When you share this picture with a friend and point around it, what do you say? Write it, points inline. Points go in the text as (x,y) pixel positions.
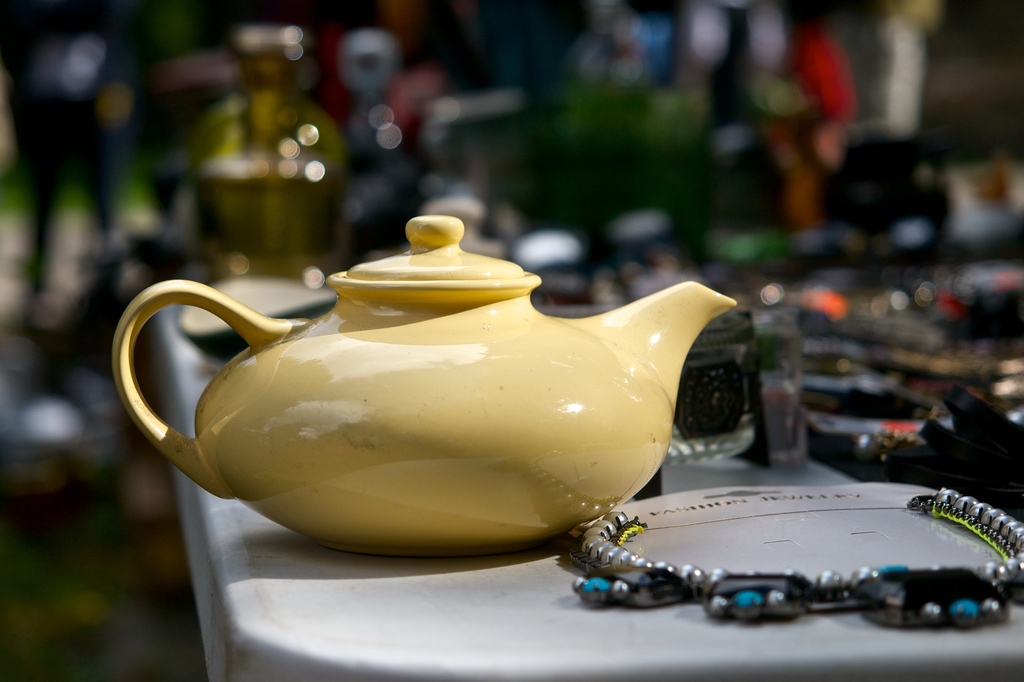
In the image we can see a pot (558,442), light yellow in color. This is a neck chain (801,584) and the background (342,118) is blurred.
